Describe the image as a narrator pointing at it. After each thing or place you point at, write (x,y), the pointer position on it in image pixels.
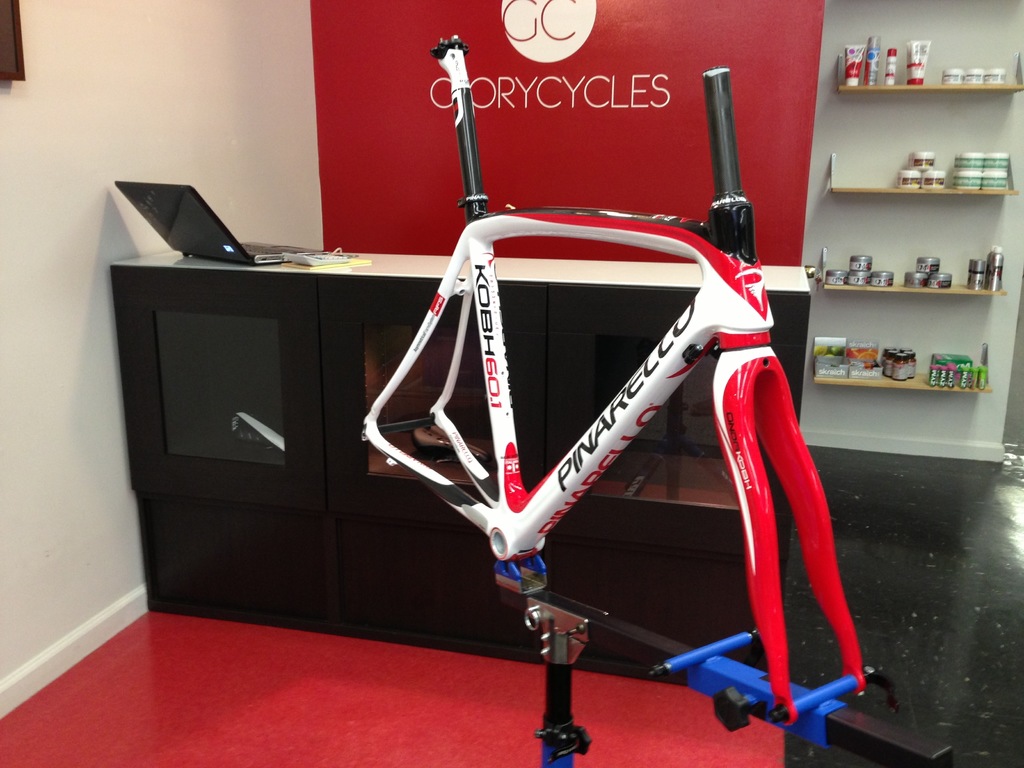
In this image there is a hoarding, red wall (403,172), floor (867,590), racks (916,377), cupboard (672,448), rods (756,326) and objects (746,218). On the table (338,323) there is a laptop (150,194) and an object (314,261). In that racks (955,86) there are objects (868,376). Something is written on the red wall (570,124).
